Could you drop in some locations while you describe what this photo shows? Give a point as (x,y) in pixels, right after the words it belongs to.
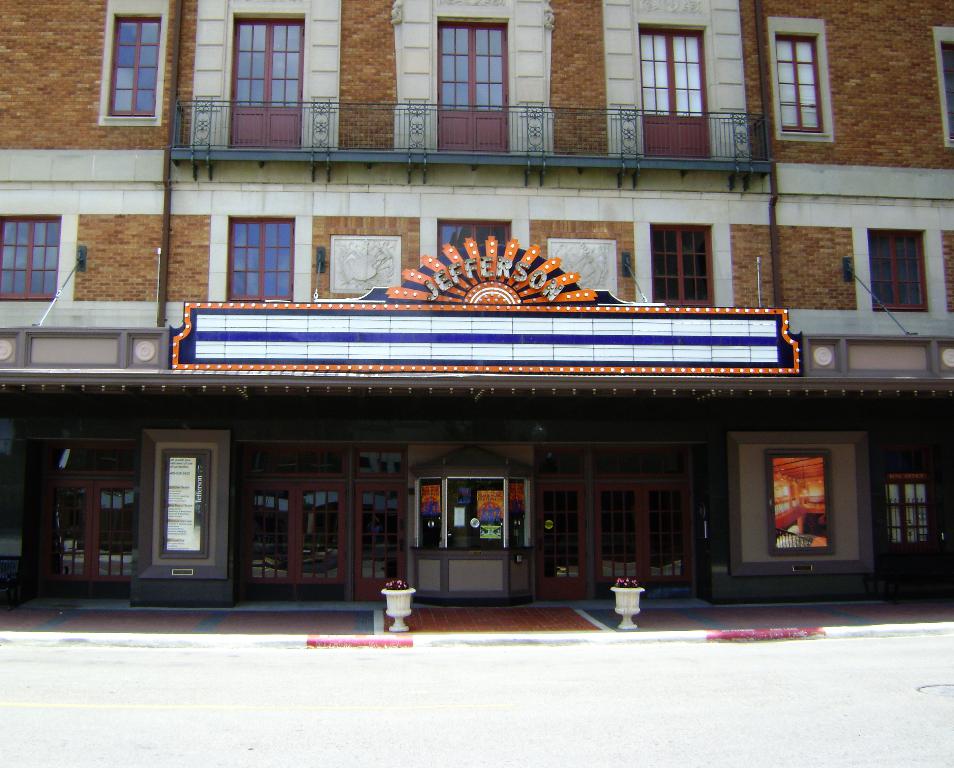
This image is taken outdoors. At the bottom of the image (282,727) there is a road (185,705). In the middle of the image (587,391) there is a building (78,78) with walls (30,195), windows (265,296), doors (255,533), a railing (426,148) and a balcony (401,117). There is a board (438,289) with a text (524,281) on it and there are a few rope lights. There are a few boards (428,511) with a text (185,508) on them. There are two pots (627,600) with plants (393,584).
